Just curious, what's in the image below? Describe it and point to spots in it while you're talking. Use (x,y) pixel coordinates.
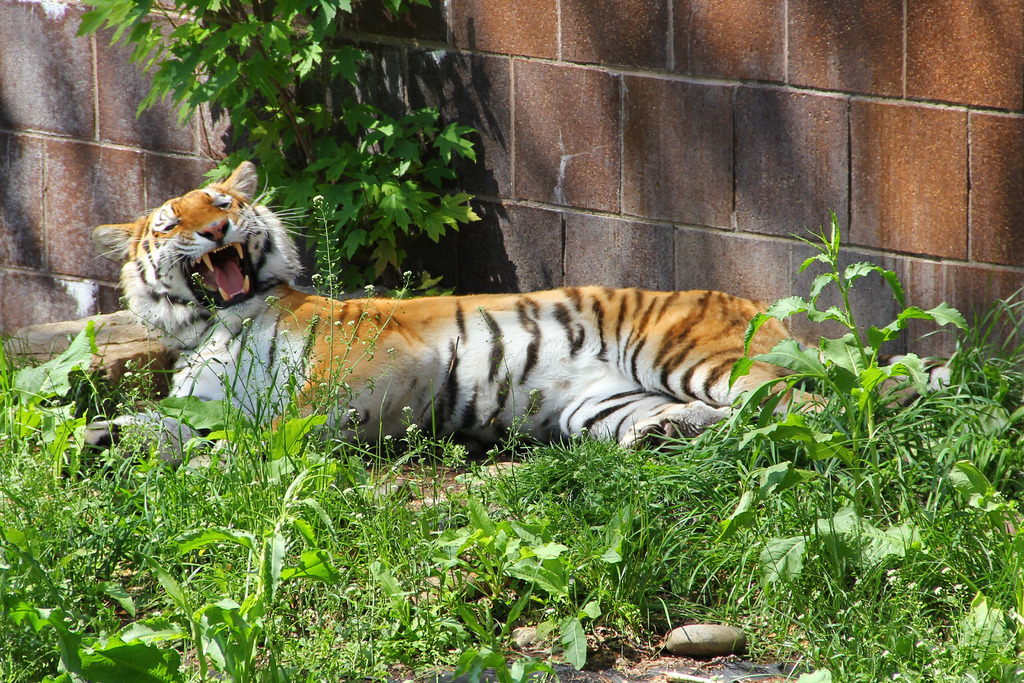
In this picture we can see few plants (497,534) and a tiger (420,363), beside the tiger (587,428) we can see a wall (608,243).
